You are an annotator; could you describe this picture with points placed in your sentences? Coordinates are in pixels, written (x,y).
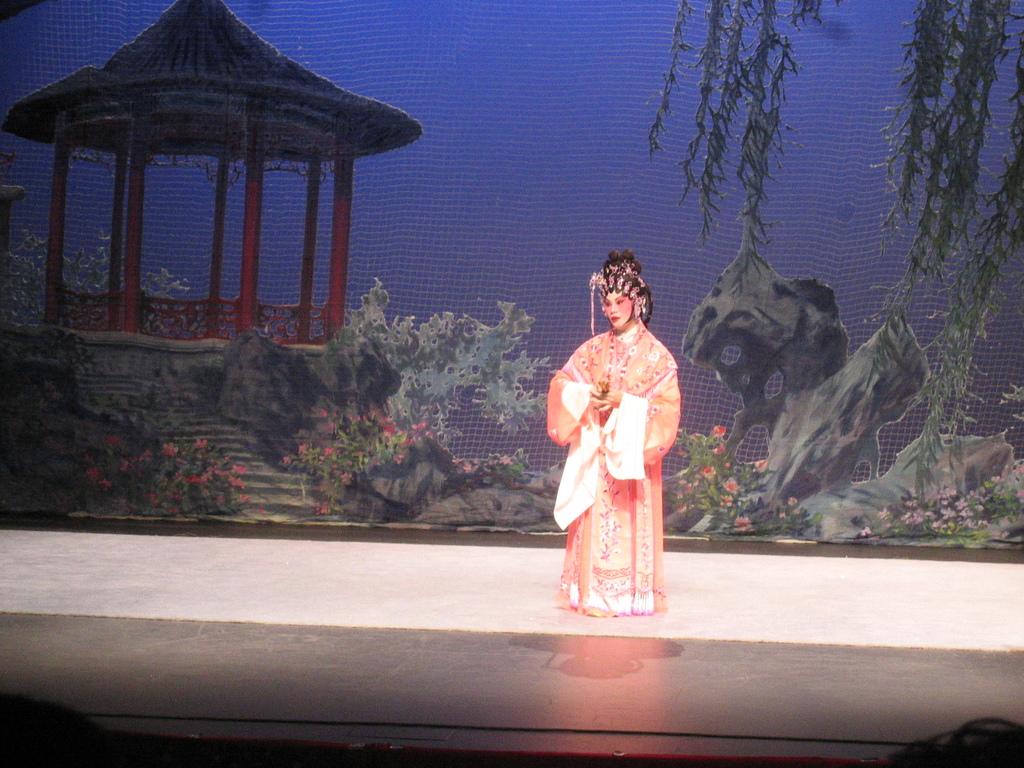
In the image there is a person (585,511) standing on the stage (558,560). Behind the person (610,405) there is a wall paper (571,188) with images (300,329) of plants (327,414), rocks (306,415), hut (127,145) with roof (151,133) and poles (138,245).
